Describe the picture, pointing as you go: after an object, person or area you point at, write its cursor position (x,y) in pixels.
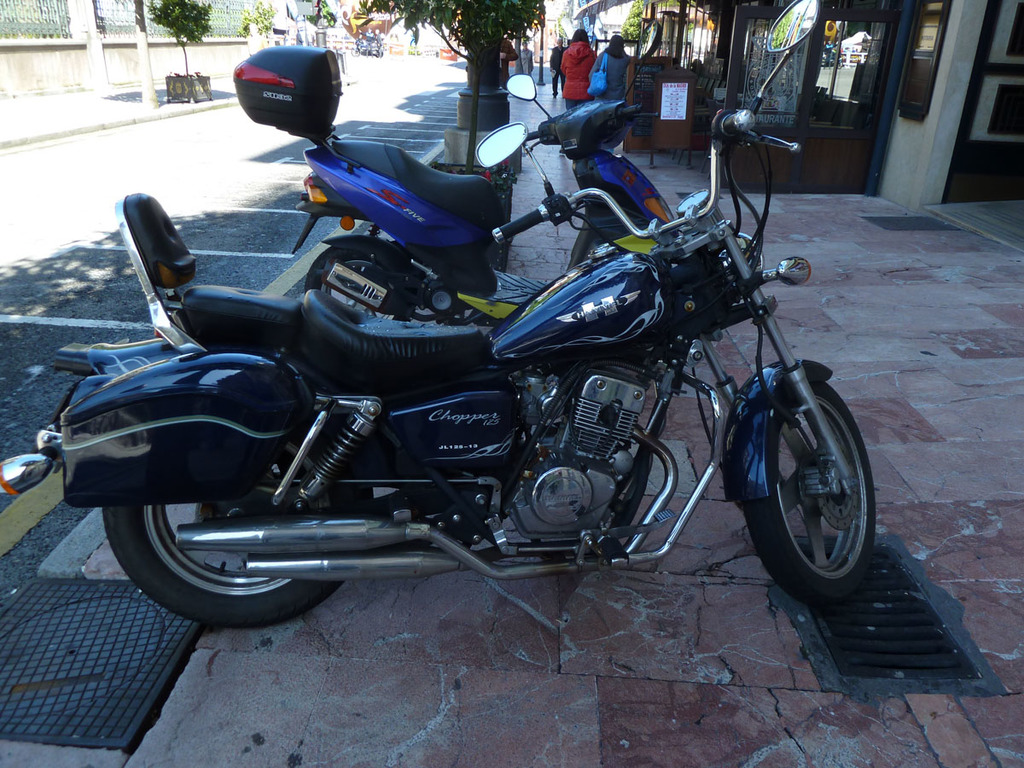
In this image in front (173,256) there are two bikes (440,321) parked on the road (436,58). On the backside (17,11) there is a metal fence (15,34) and we can see plants (453,27). At the center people (582,53) are walking on the road (546,85). On the right side of the image (895,132) there are buildings (817,101) and board (686,131).
